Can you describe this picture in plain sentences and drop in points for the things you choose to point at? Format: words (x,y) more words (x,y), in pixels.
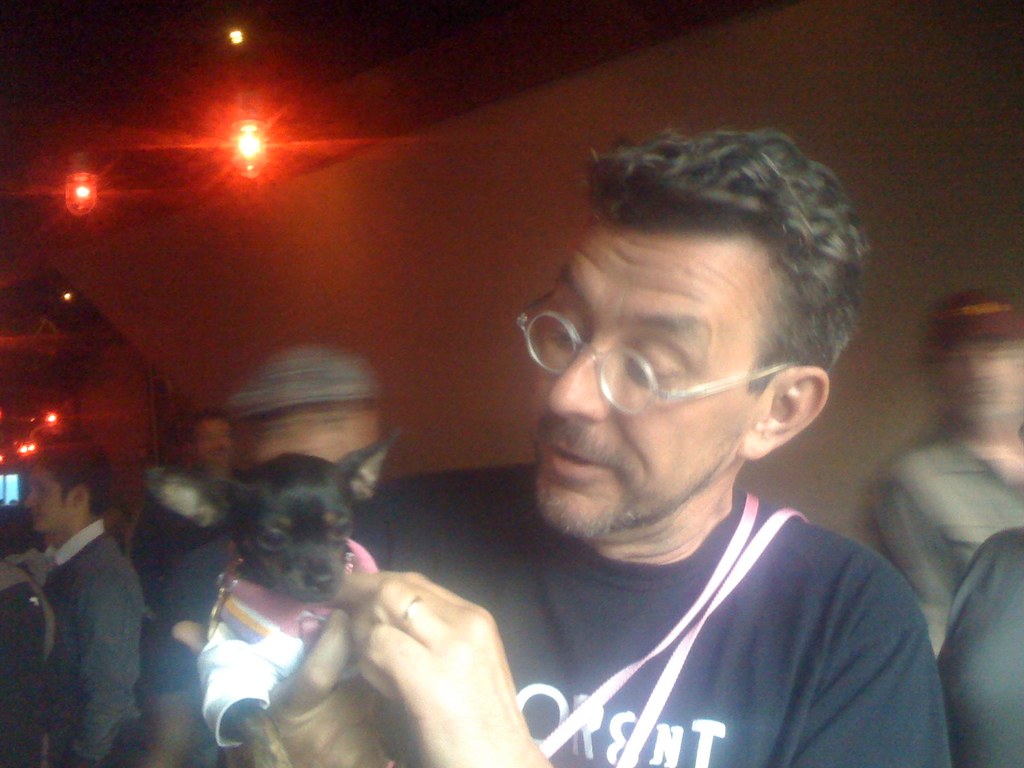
In this image, In the middle (672,508) there is a man (697,497) standing and he is holding a small puppy (315,589) which is in black color, In the background (1000,438) there are some people (991,447) standing, In the left side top there are some lights (250,144) which are in red color.
